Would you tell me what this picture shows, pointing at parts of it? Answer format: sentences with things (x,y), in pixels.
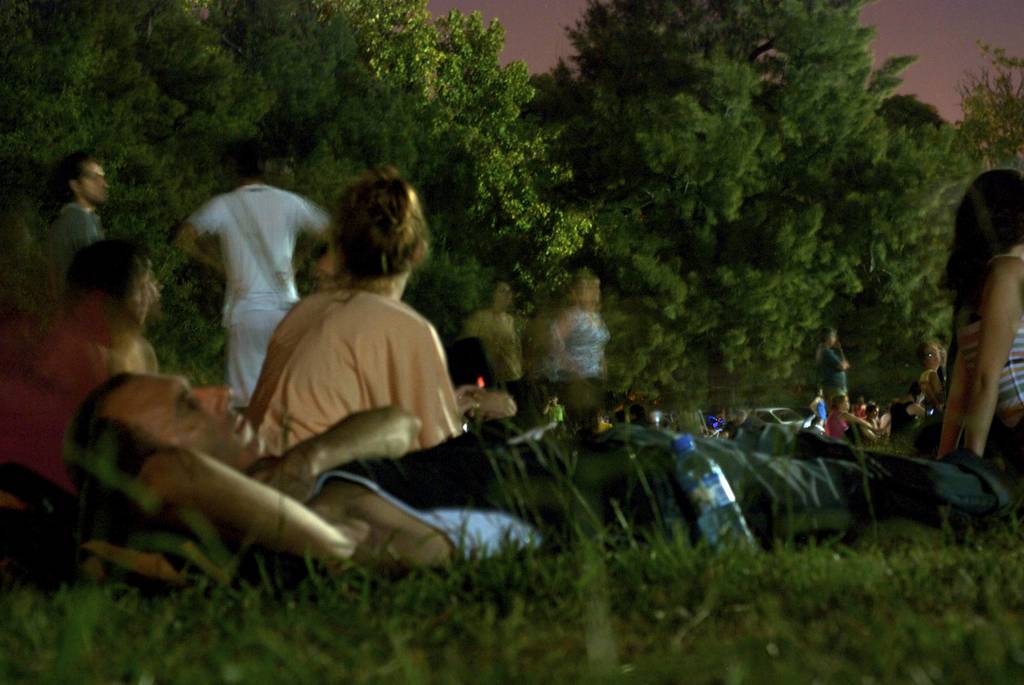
In this image there are people (470,363) sitting on a garden (335,608) and a man (565,517) is lying, in the background (185,341) few people (573,336) are standing and there are trees (667,134).
